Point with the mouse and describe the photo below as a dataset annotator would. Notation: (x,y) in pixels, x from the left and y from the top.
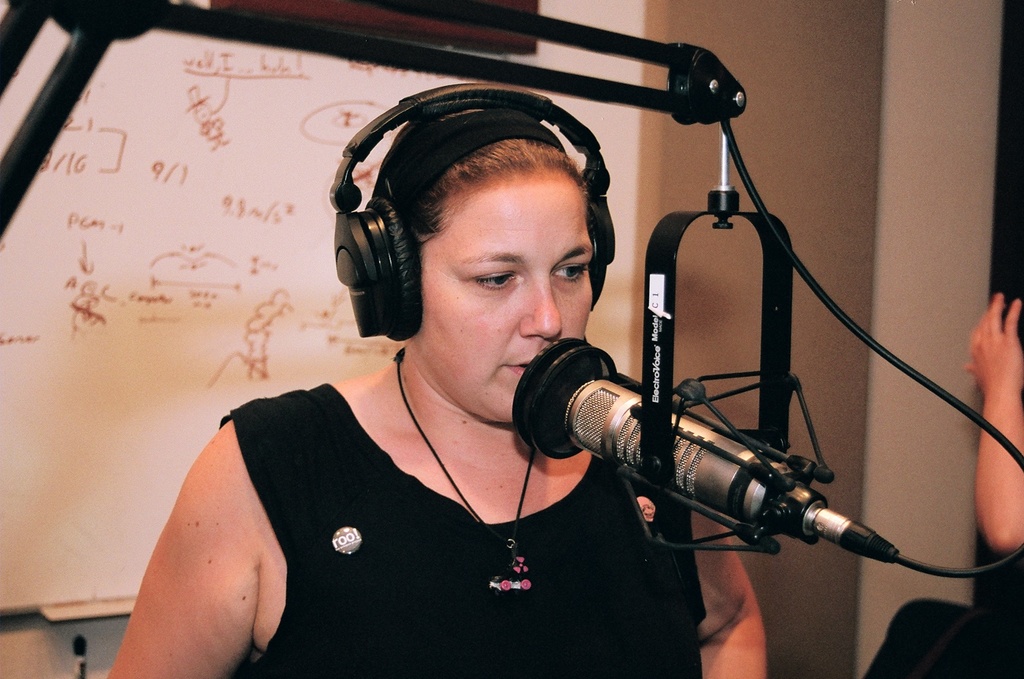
In this image I can see a woman (572,620) wearing black colored dress (524,607) and a microphone (604,436) which is silver and black in color in front of her. I can see she is wearing black colored headphones (404,337). In the background (857,140) I can see the wall (846,155), a person's hand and the white colored board (252,267).
